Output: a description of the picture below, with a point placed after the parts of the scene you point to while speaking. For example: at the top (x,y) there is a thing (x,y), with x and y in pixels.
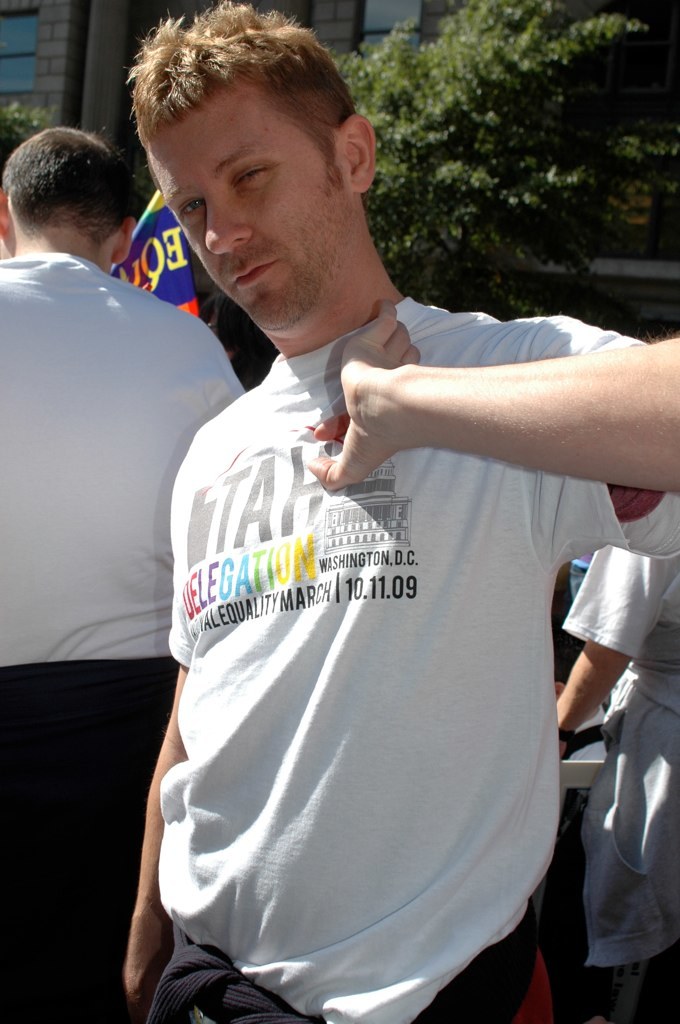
This image consists of three persons (417,810). They are wearing white T-shirts (284,464). In the background (555,139), we can see a building (8,50) along with the tree (517,77).
